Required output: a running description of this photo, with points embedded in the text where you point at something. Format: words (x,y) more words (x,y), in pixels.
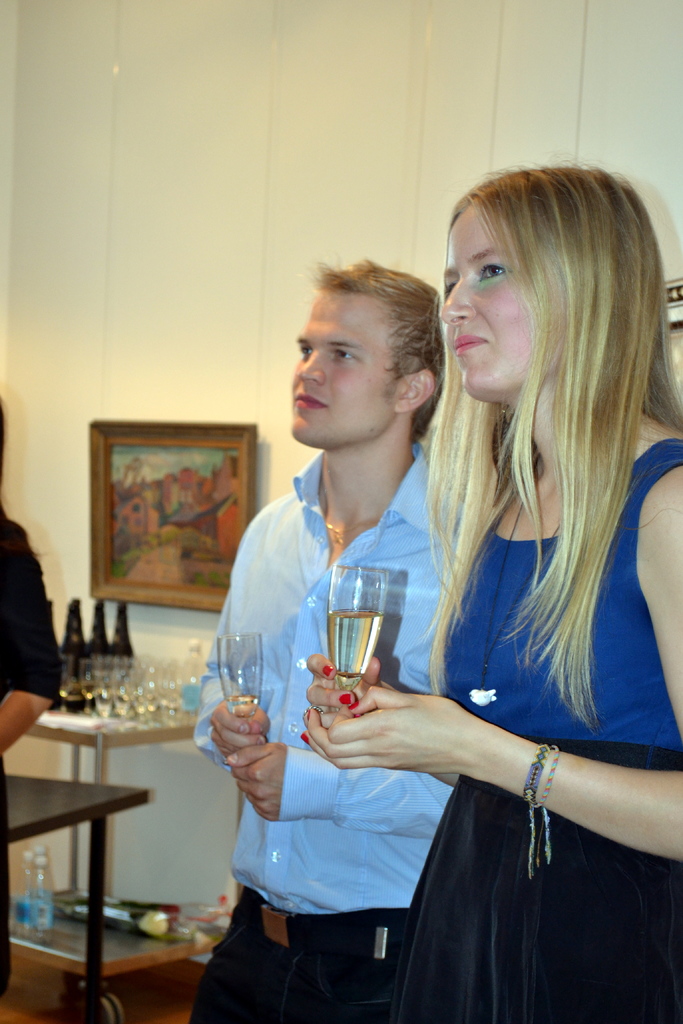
In the foreground of the image (372,536) there are two people (410,849) holding glasses (339,595). In the background of the image (248,167) there is wall (152,379). There is a photo frame (147,545). There is a table (100,746) with bottles (27,903) and glasses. To the left side of the image (44,638) there is a person (15,566).
